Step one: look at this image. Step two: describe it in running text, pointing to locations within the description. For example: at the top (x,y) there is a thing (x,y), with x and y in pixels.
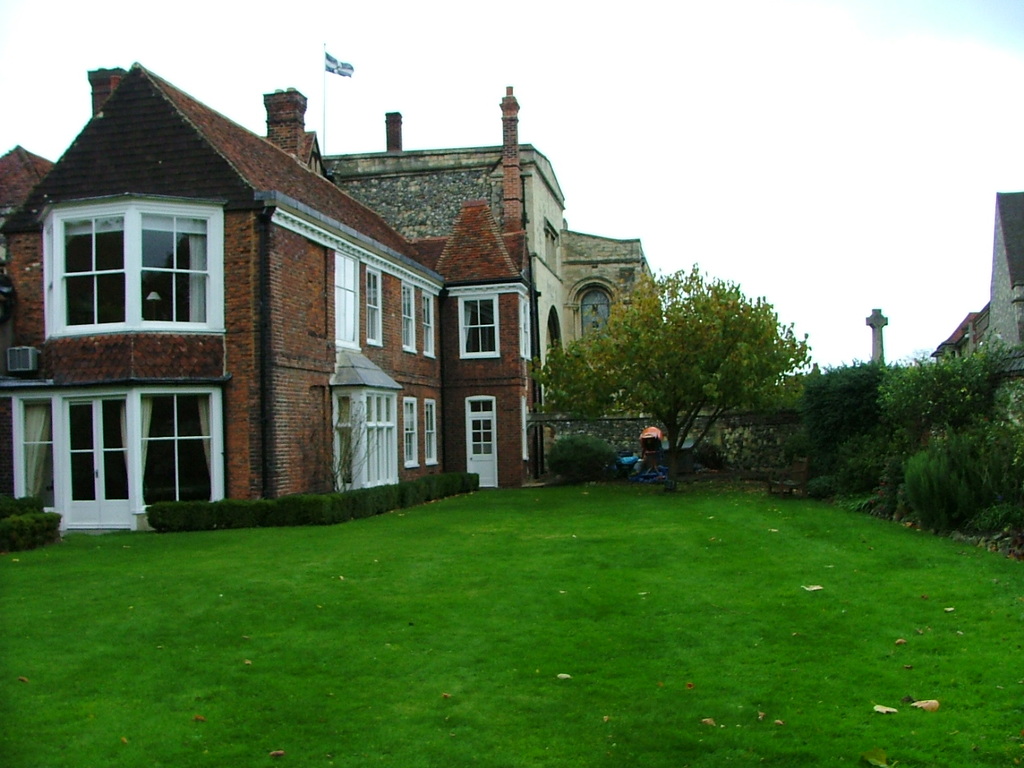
In the picture we can see the grass surface (21,578), plants (583,456), building (22,327) with windows (168,330) and the sky (950,40) with clouds (882,43).
